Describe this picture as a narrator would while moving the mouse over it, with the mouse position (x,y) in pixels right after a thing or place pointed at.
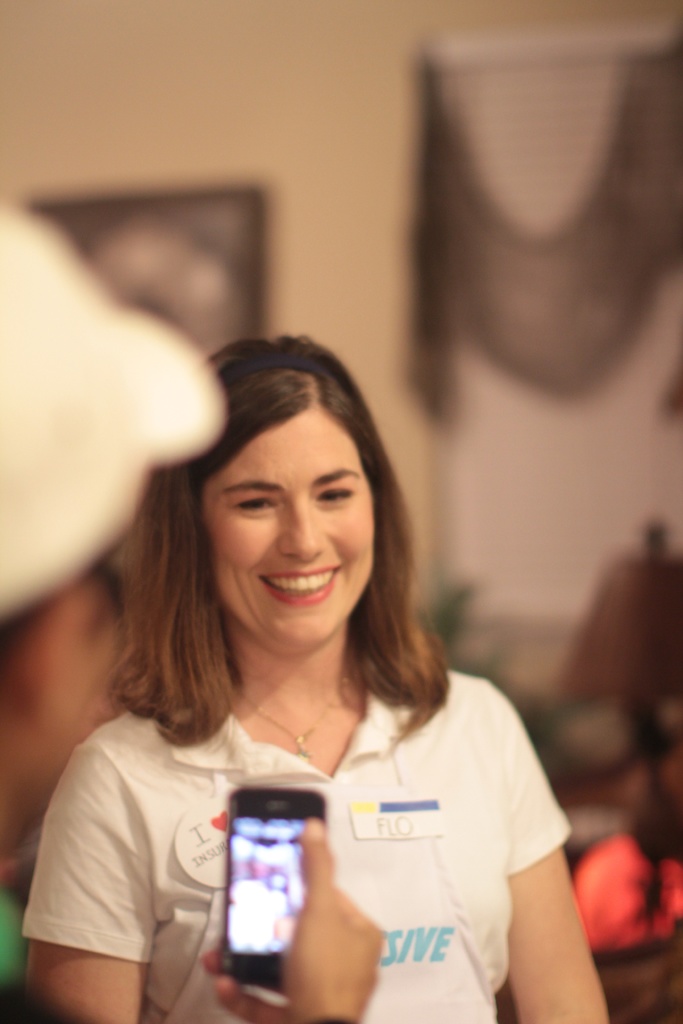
In the image there is a woman (330,639), she is laughing and some person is clicking the picture of the woman (209,893) with mobile phone (243,902) and the background of the woman (340,555) is blur.
